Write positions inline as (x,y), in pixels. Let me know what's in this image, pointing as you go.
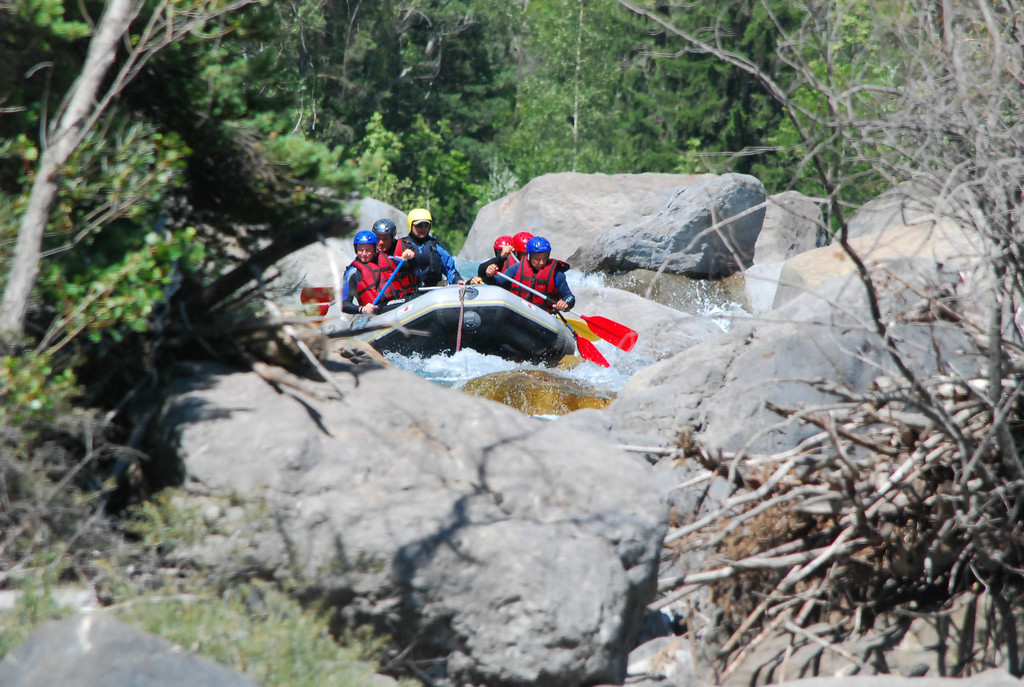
In this picture we can see a group of friends (408,282) doing boating. In the front (321,440) there are stone rock mountain (693,337). Behind there are many trees (433,110).
